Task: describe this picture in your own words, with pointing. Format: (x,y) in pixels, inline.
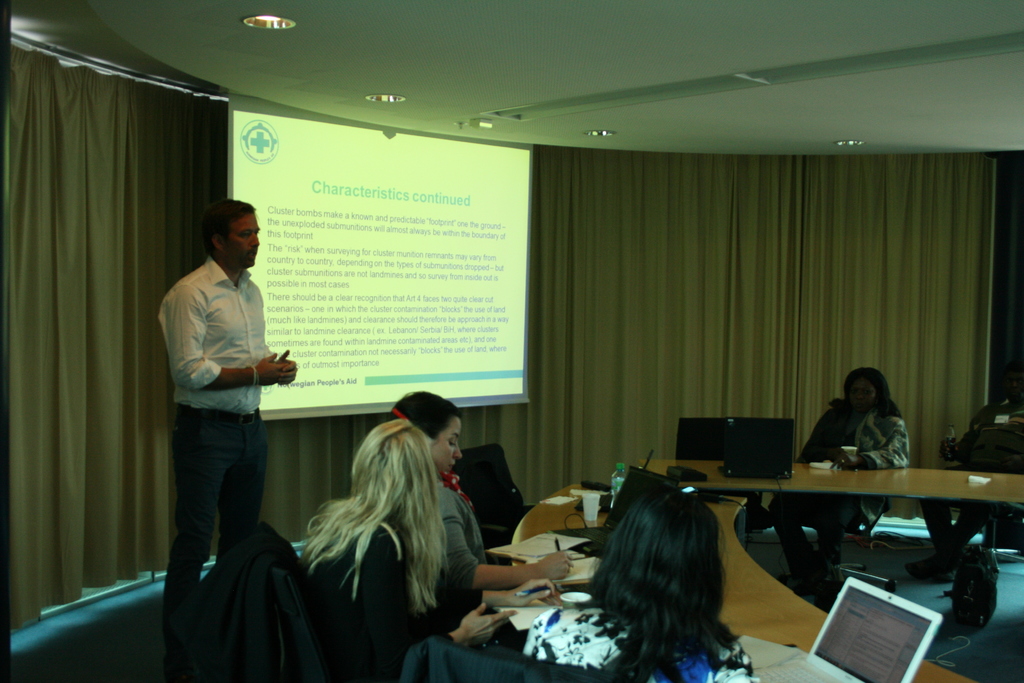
The image is taken in the room (286,513). In the center of the room (184,401) there is a man (226,476) standing and talking before him there are people (392,512) sitting around the tables (740,625). There are laptops (773,456), wires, bottles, glasses (583,492), papers (551,543) and pen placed on the table (779,611). In the background (795,258) there is a curtain (634,213) and a screen (413,202). At the top (270,16) there are lights (604,132).
